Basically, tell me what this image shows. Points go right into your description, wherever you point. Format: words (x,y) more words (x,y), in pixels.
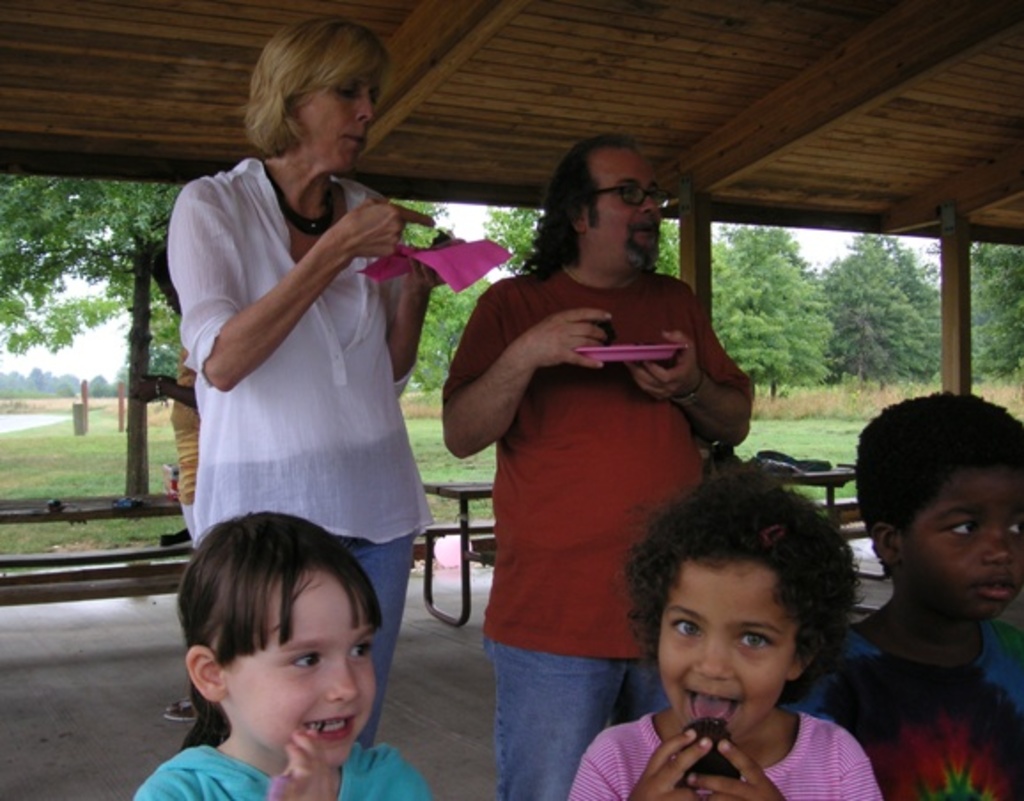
At the bottom of the image (946,571) there are children (783,676). Behind them there are two persons (551,232) standing and holding a plate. At the top of the image (510,78) there is wooden ceiling (621,78). In the background of the image (869,314) there are trees (877,253), benches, grass (444,462).
